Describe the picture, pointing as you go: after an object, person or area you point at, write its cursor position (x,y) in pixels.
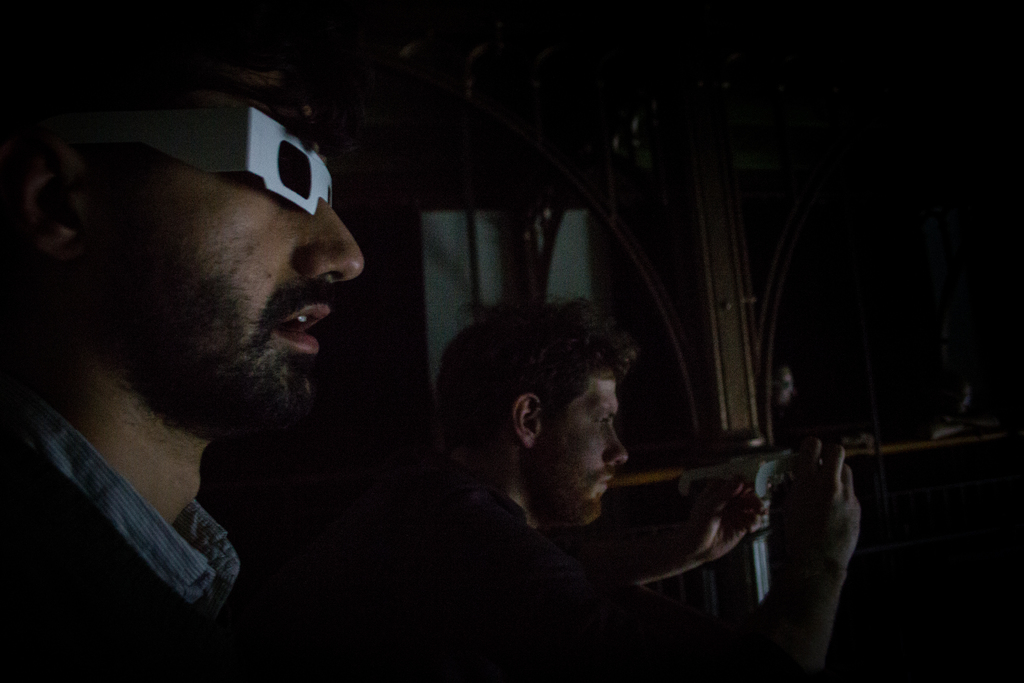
In this image, we can see people (482,345) and one of them is wearing glasses (259,173) and the other is holding an object (771,476). In the background (523,140), we can see some rods (722,123) and some other objects (970,413).
